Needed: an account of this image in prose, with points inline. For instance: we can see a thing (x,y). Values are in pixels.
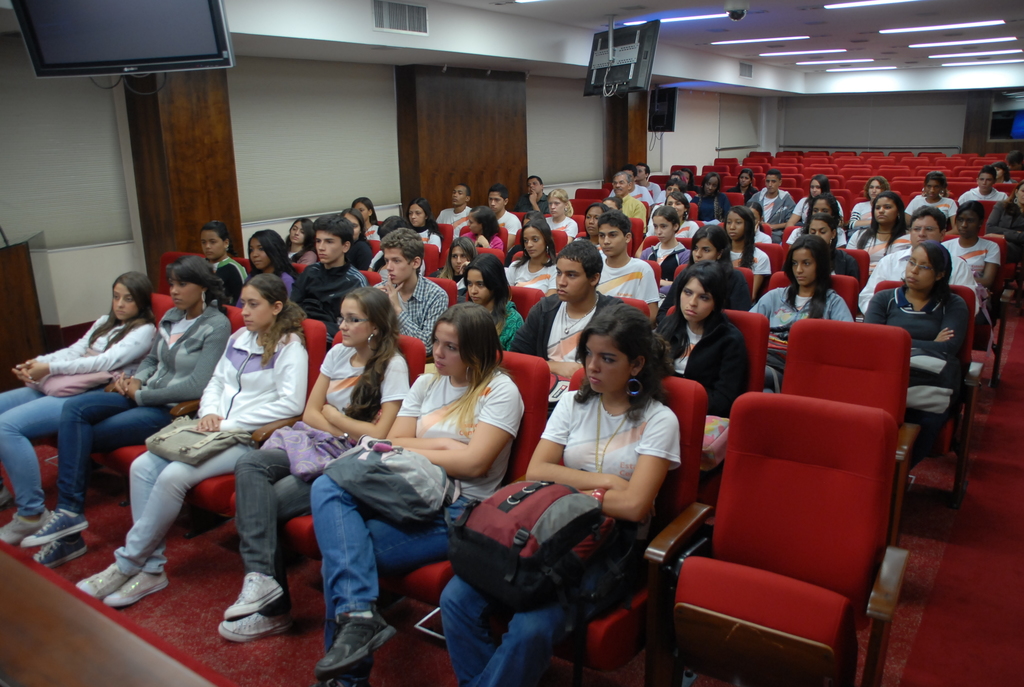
In this image we can see a group of people (510,451) sitting on chairs (231,325). Among them few people (370,401) are holding bags (567,545). Behind the persons (262,418) we can see the wall (408,134). At the top (795,11) we can see the roof (791,23), lights (919,30) and televisions (66,57).
